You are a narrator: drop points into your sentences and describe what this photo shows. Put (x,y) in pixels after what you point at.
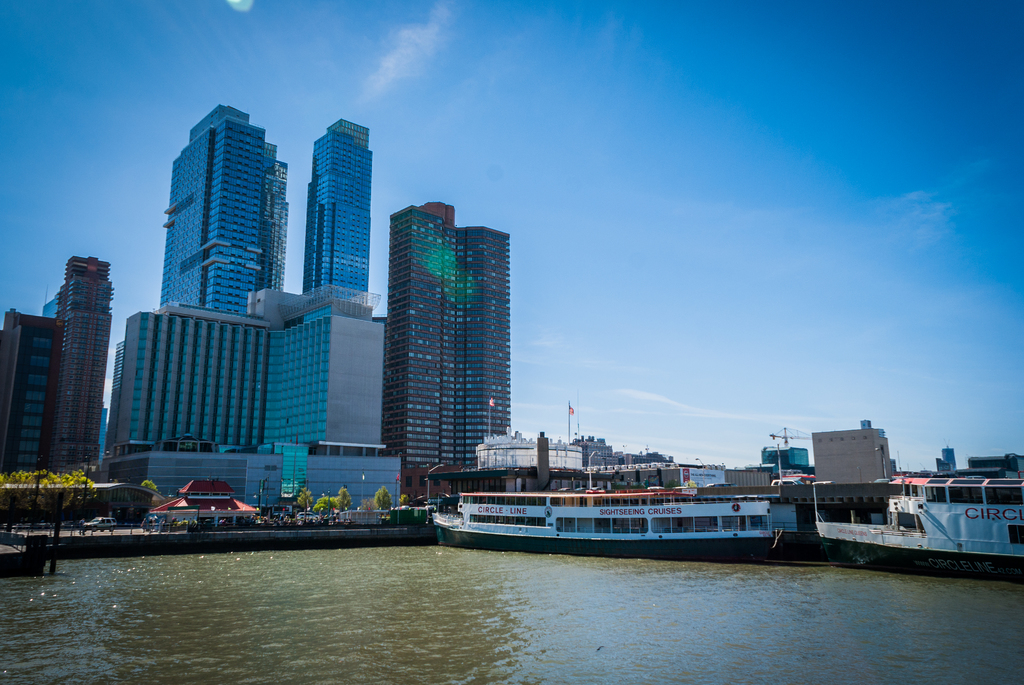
This picture is clicked outside the city. In the foreground (763,569) we can see a water body (374,620) and we can see the ships (664,522), trees (342,503), vehicles (101,525), flag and the buildings (444,467). In background (557,262) we can the sky (569,260) and we can see the skyscrapers (263,338) and we can see the text (647,514) on the ships (592,503) and some other objects (9,545).
